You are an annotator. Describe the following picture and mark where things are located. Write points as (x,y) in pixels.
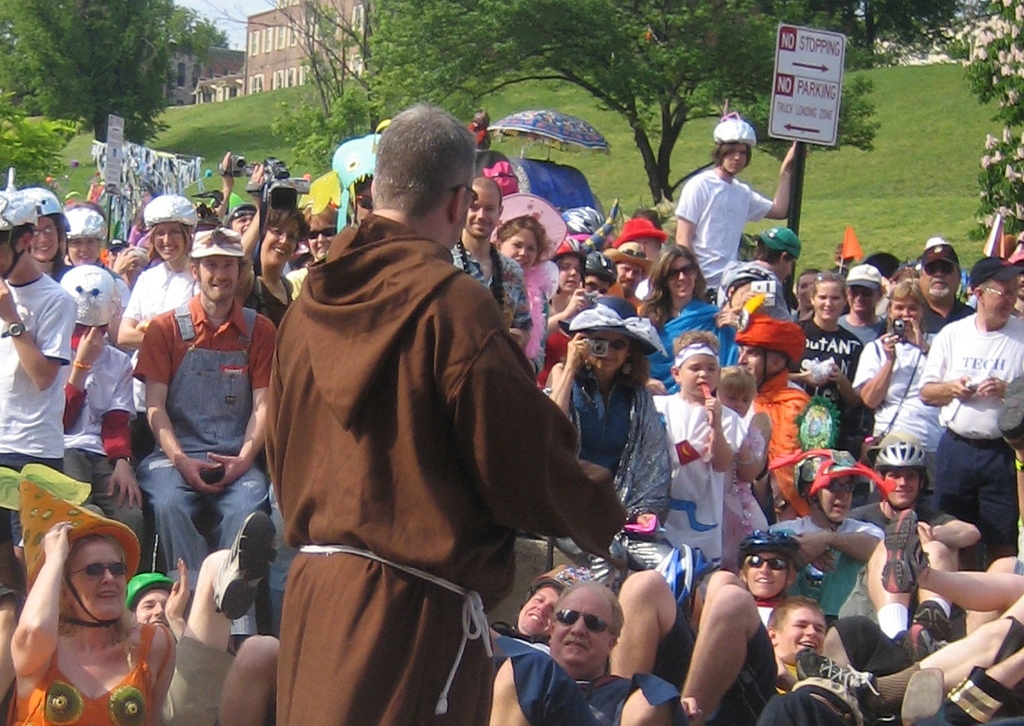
In this image we can see a man (400,559) is standing and he is wearing brown color dress (454,446). In front of him so many people (244,307) are sitting and standing and watching to him. Background of the image (916,146) building (241,61), trees (588,64), grassy land (899,168) and one sign board (811,140) is present.
